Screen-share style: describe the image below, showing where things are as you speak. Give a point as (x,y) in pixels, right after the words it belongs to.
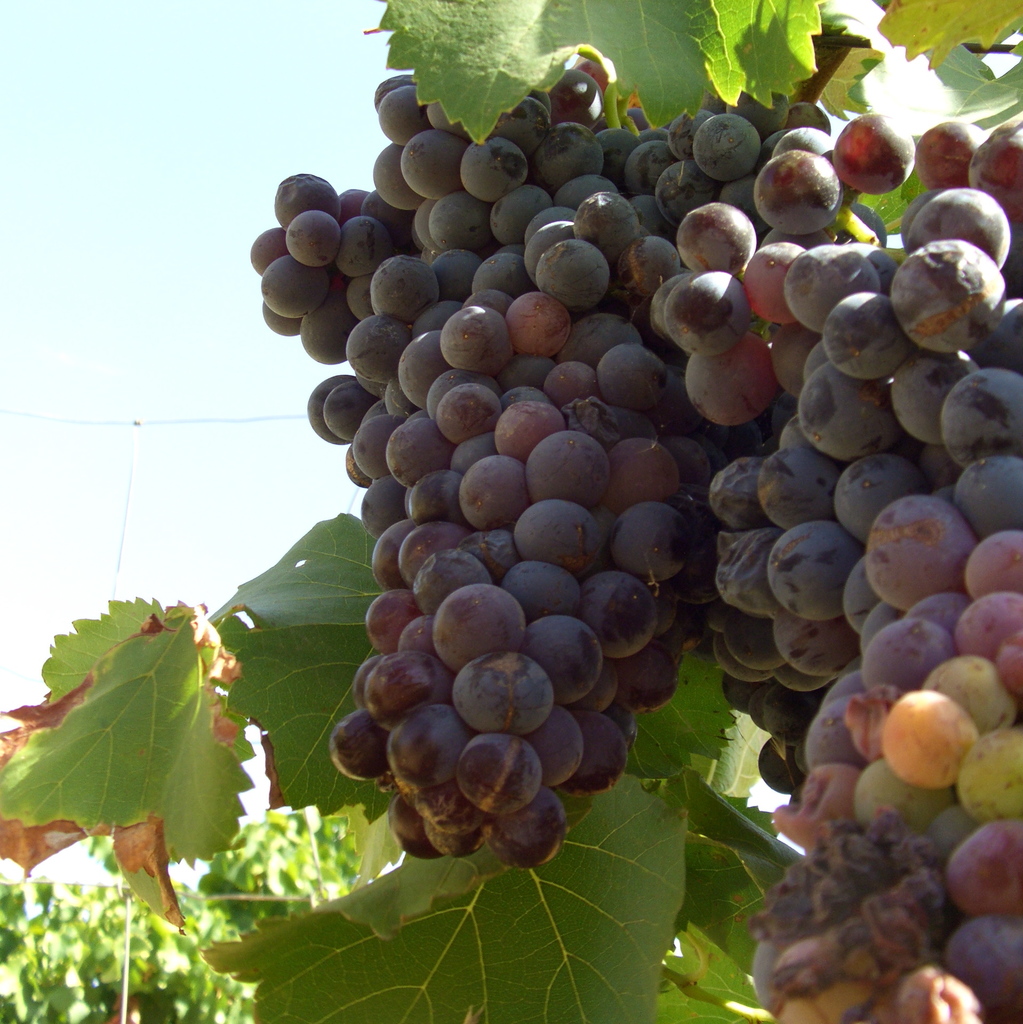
In the picture we can see a bunch of grapes (771,982) to the grape plant (37,782) which are black in color and in the background (72,941) we can see some plants (72,941) and sky (302,81).
